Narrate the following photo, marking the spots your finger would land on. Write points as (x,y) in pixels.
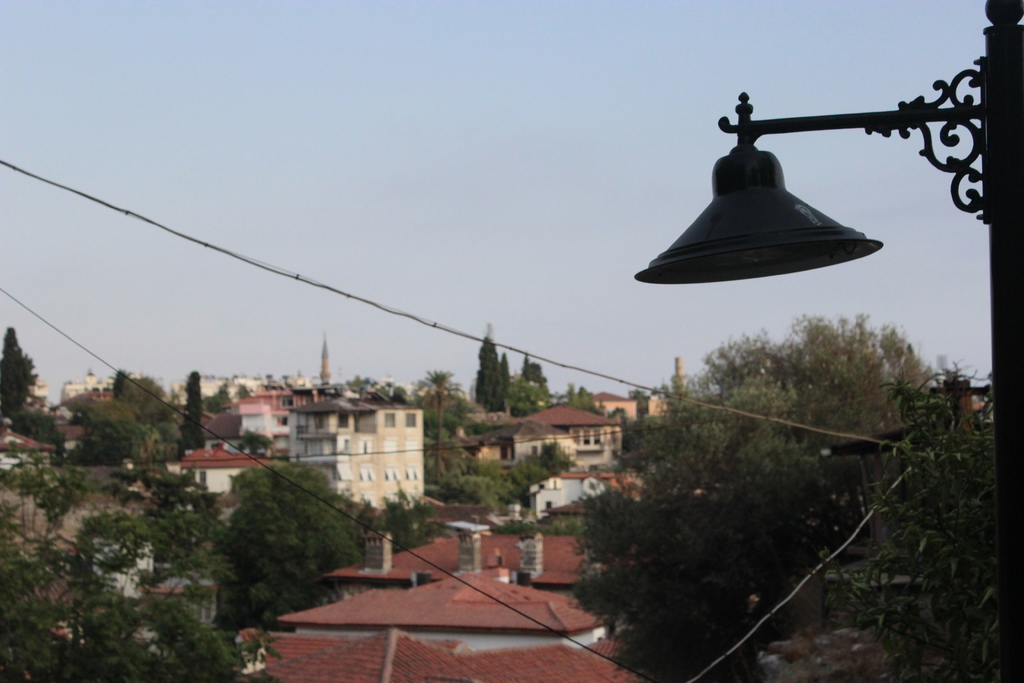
In this picture we can see a pole (992,223) with a light (769,188) and cables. Behind the pole (1014,418) there are trees (386,514), buildings (405,454) and a sky (459,249).
